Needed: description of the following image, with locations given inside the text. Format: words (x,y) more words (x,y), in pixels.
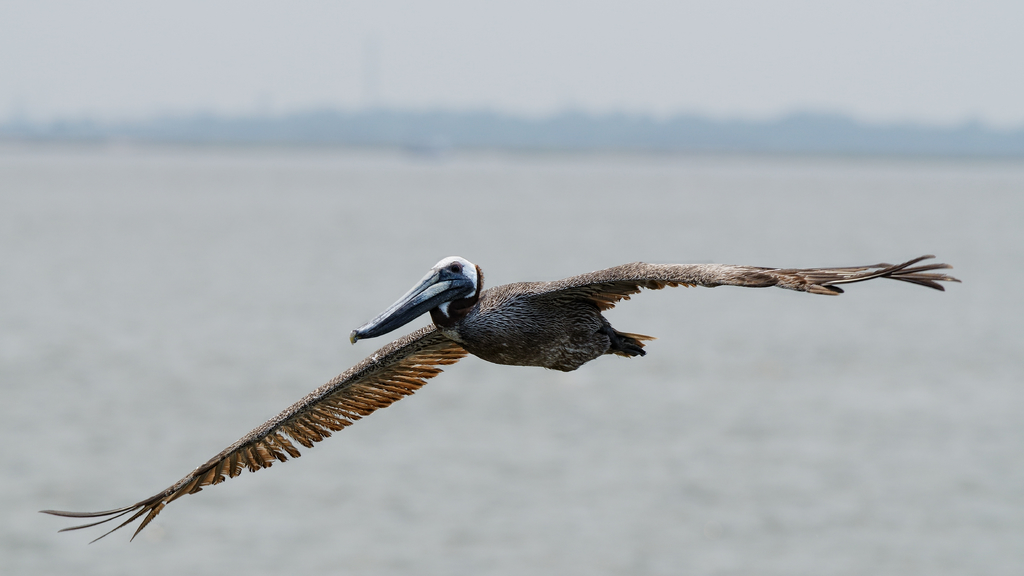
In this image, we can see a bird (439,352) flying and the background (422,435) is not clear.
